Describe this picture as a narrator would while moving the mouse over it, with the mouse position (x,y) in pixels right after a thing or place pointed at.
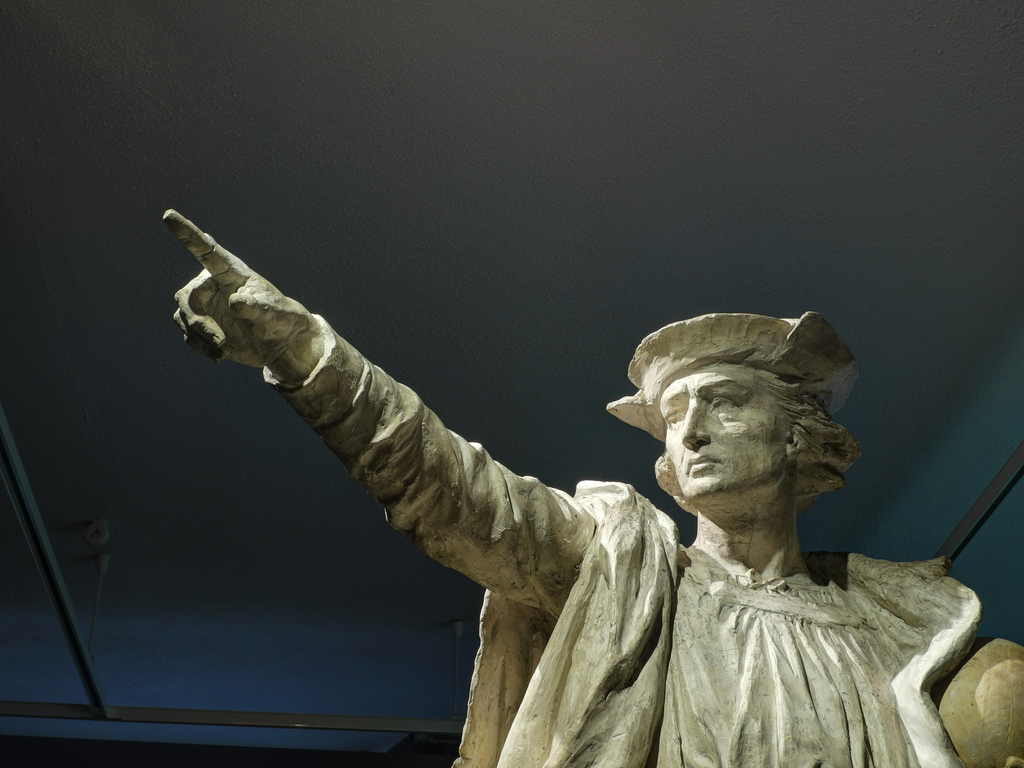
In the center of the image (591,500) we can see one statue (679,647). In the background (401,620) there is a wall (353,704) and a few other objects (424,738).
